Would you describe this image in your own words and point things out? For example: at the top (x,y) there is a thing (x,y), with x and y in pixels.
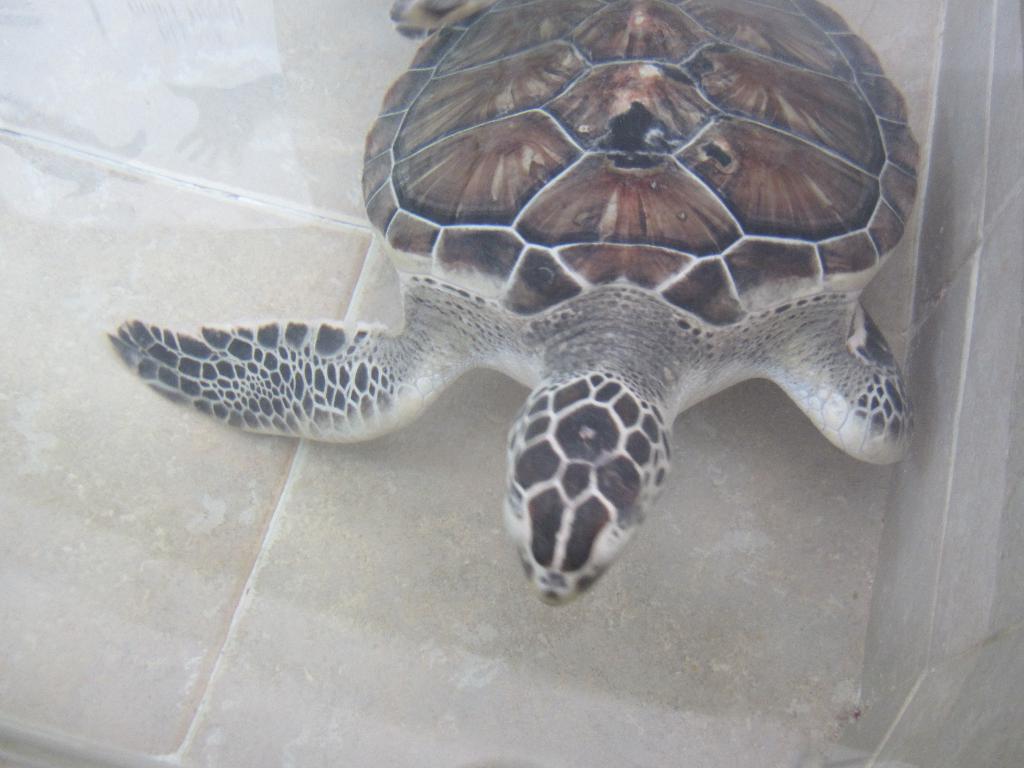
In this picture we can see a turtle (684,94) on the floor (148,491) and beside this turtle (878,160) we can see the wall (934,199).
